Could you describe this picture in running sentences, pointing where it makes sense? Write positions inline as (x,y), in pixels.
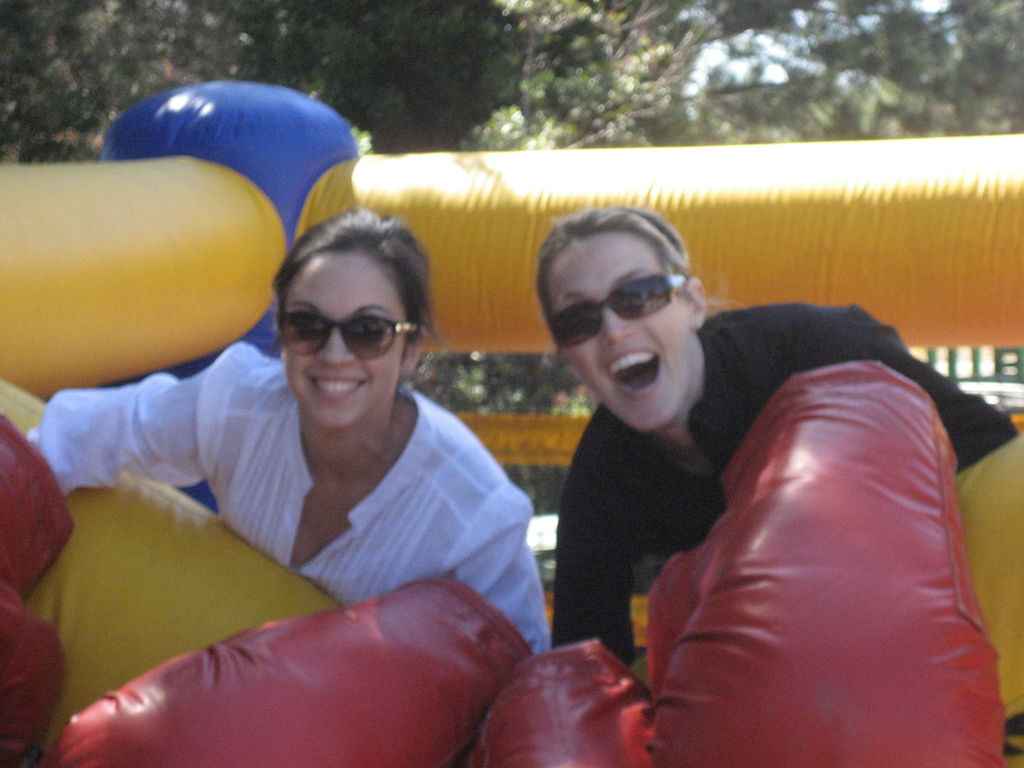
In this picture we can see two persons (375,443) smiling, these two persons (641,403) wore goggles (637,307), we can see an inflatable (168,549) in the front (279,595), in the background (244,35) there are some trees (661,59).
